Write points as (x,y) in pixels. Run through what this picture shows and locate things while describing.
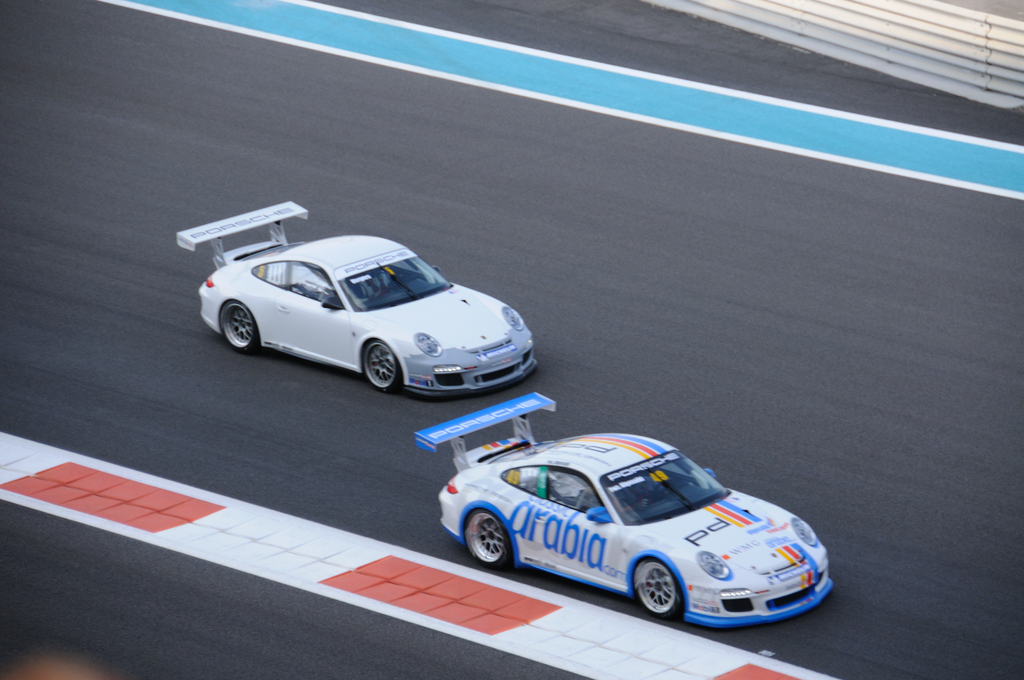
Here in this picture we can see two racing cars (426,375) present on the racing track (688,181) over there and on the right side (960,72) we can see a railing (915,21) present over there.
